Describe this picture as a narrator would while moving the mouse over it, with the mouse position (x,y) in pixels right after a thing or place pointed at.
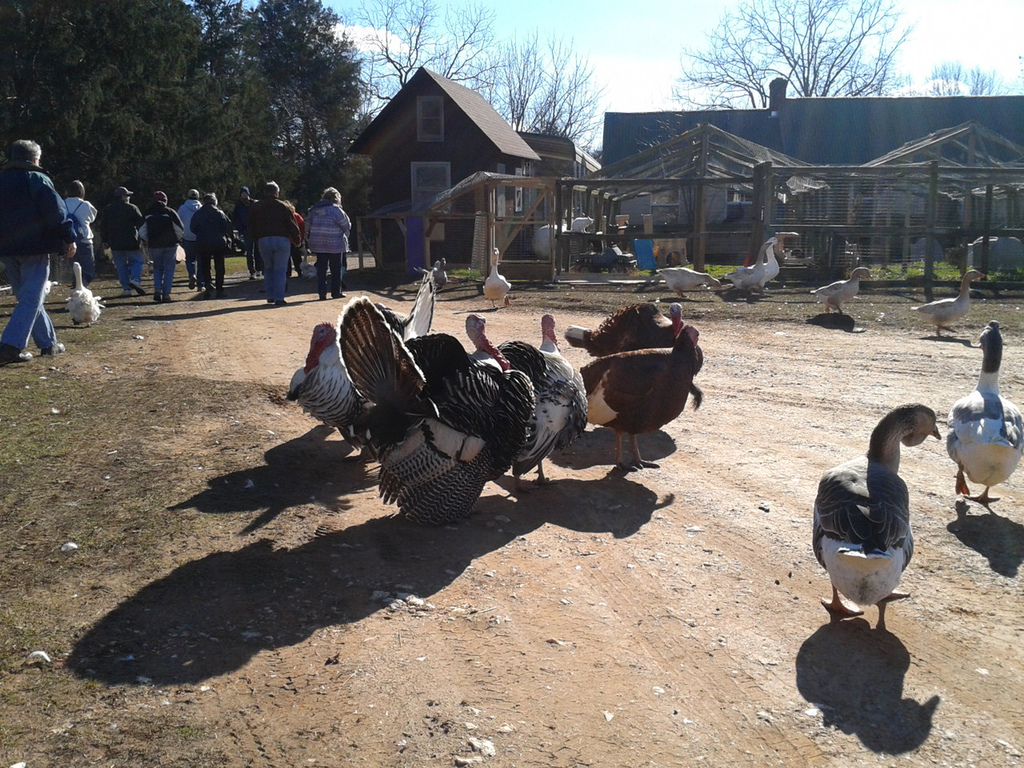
In this image in front (991,379) there are birds (829,495). Behind them there are people (203,254) walking on the road (146,318). In the background of the image (575,149) there are buildings (801,127), sheds (783,178), trees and sky (619,32).
